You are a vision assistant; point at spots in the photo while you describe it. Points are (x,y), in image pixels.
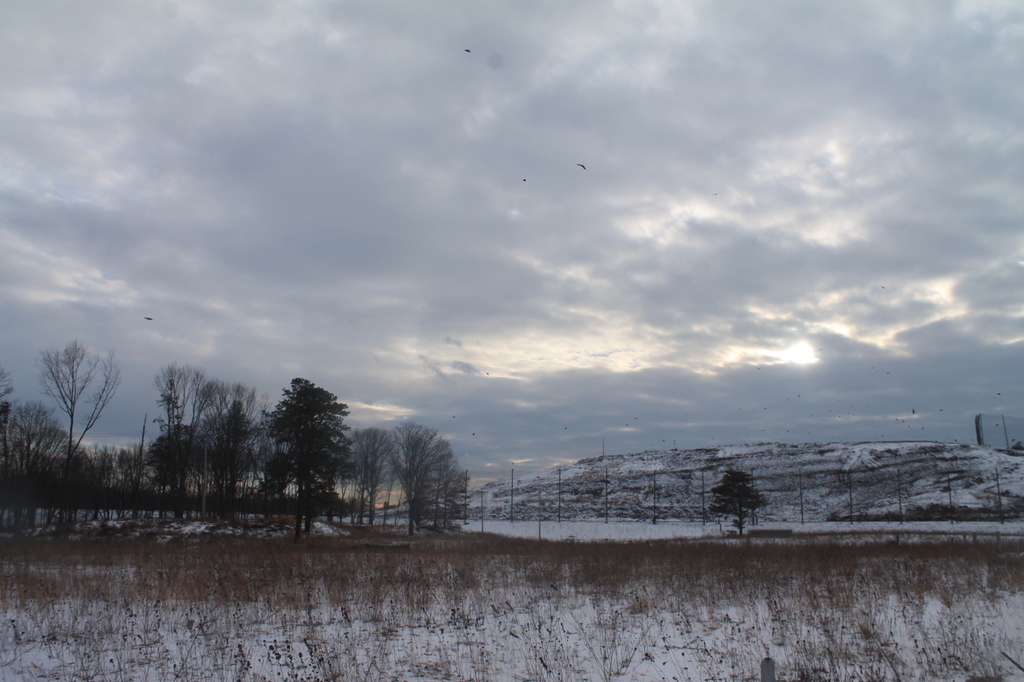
In this picture we can see trees (447,507), poles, and grass (613,627). This is snow (582,526). In the background (696,212) we can see a mountain (971,493) and sky (804,382) with clouds (719,376).
